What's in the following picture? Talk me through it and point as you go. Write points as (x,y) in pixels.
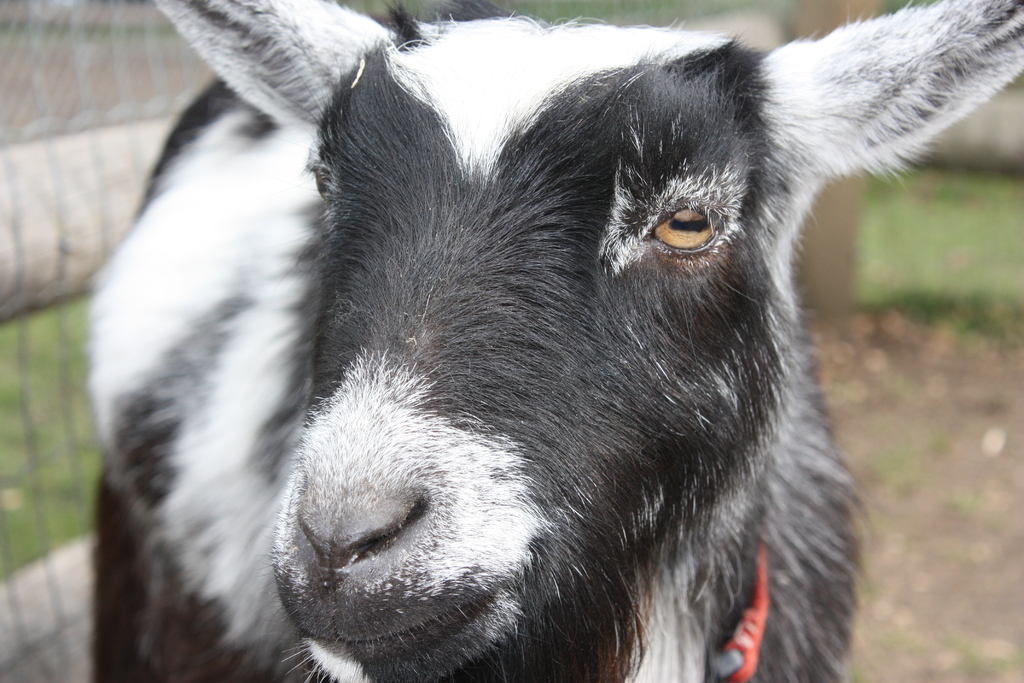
There is a goat (268,339) in the middle of this image (477,238). We can see a mesh (24,73) on the left side of this image (56,295).
